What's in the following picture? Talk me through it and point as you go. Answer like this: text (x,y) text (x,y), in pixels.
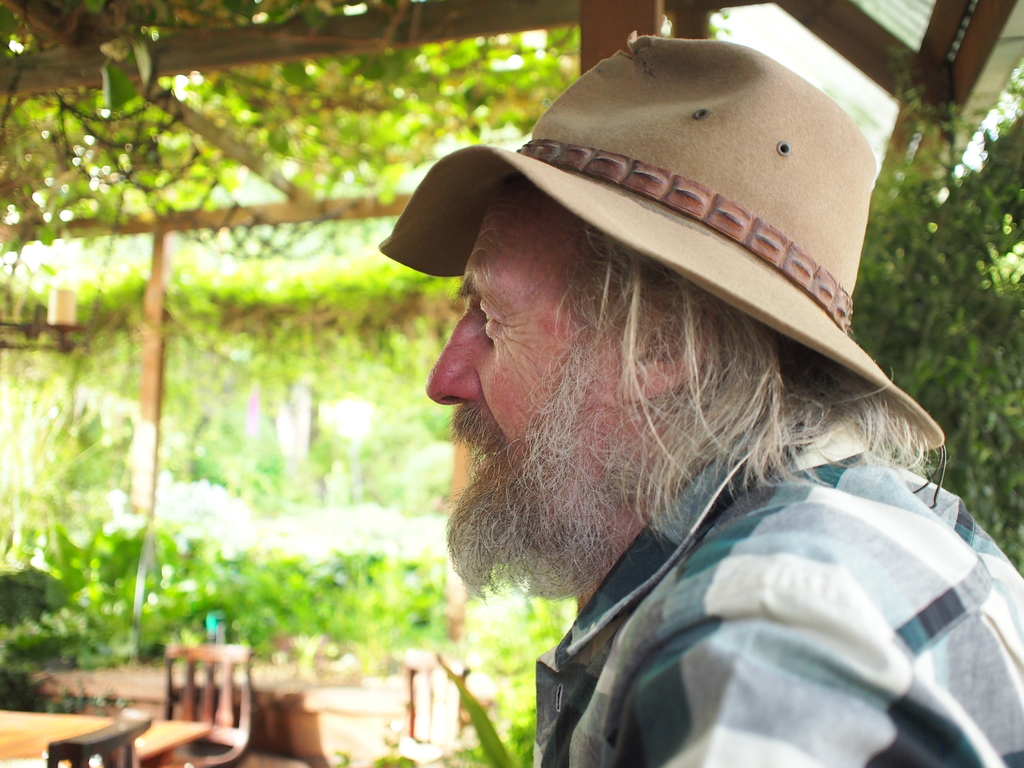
On the right side (737,593) there is a man (724,568) wearing shirt (730,657) and cap (754,230) on his head (585,341) and looking at the left side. In the background (356,355) I can see the trees (249,392) and the plants (151,605). On the left side (16,723) there is a table (45,728) and two chairs (211,699) are placed around the table (191,740).
